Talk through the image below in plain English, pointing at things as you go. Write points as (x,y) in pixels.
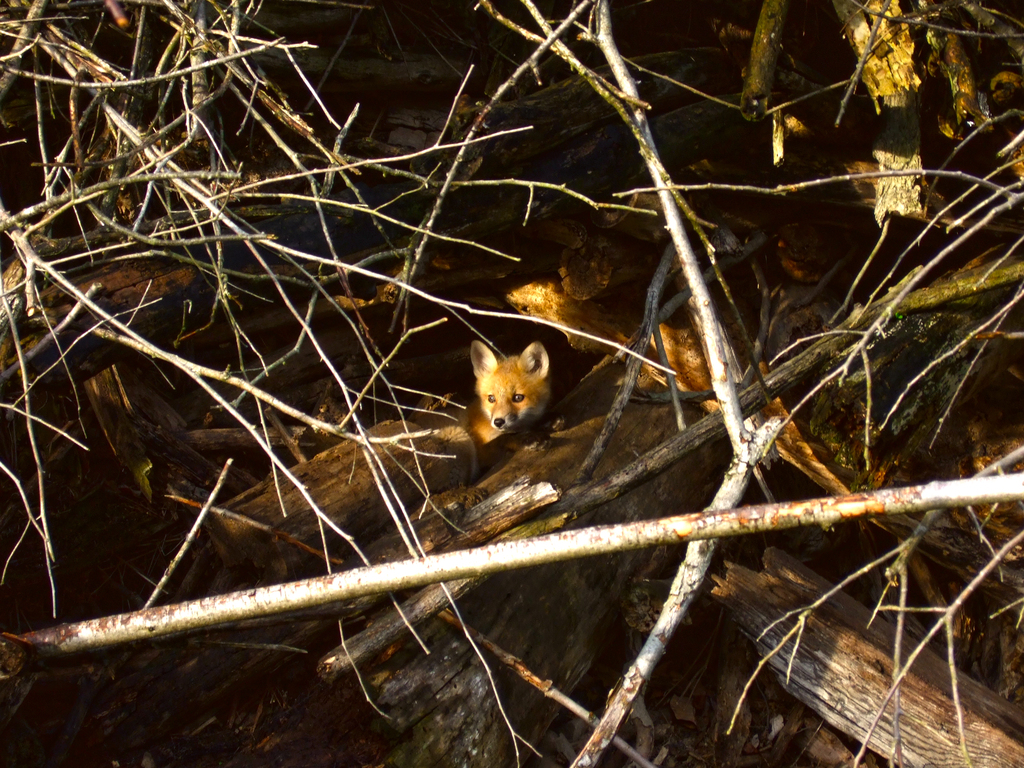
In this picture we can see some sticks (240,370) and wood (714,382), there is an animal (519,383) here.
